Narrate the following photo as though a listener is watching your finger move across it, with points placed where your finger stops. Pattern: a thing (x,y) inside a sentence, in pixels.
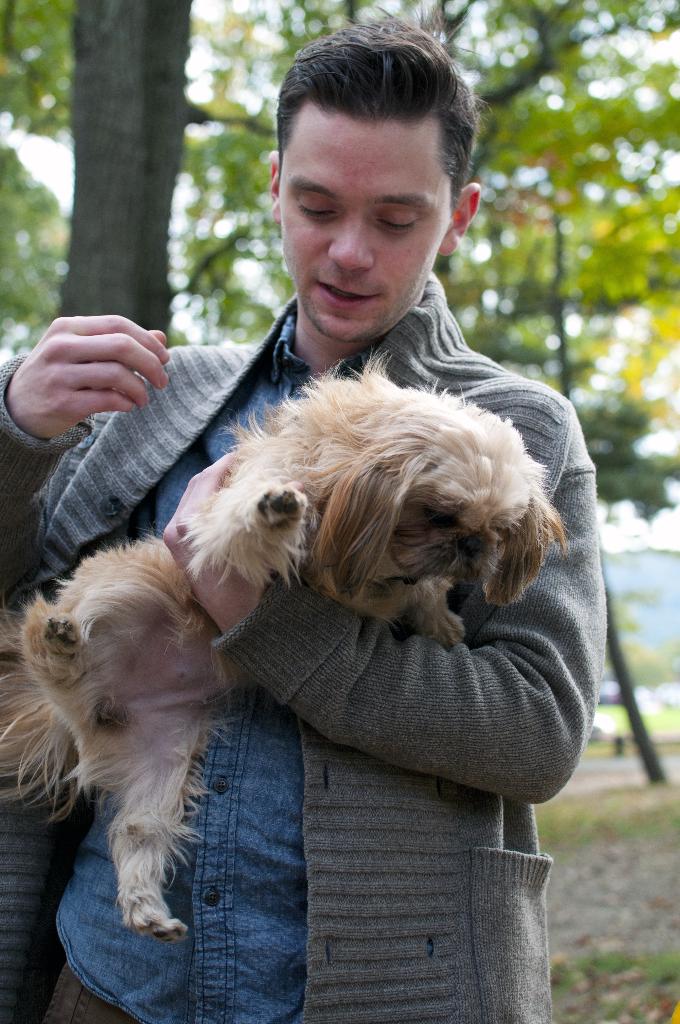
In this image, There is a man (543,796) standing and holding a dog (352,569) which is in yellow color, In the background (577,242) there is a green color tree (541,44).
